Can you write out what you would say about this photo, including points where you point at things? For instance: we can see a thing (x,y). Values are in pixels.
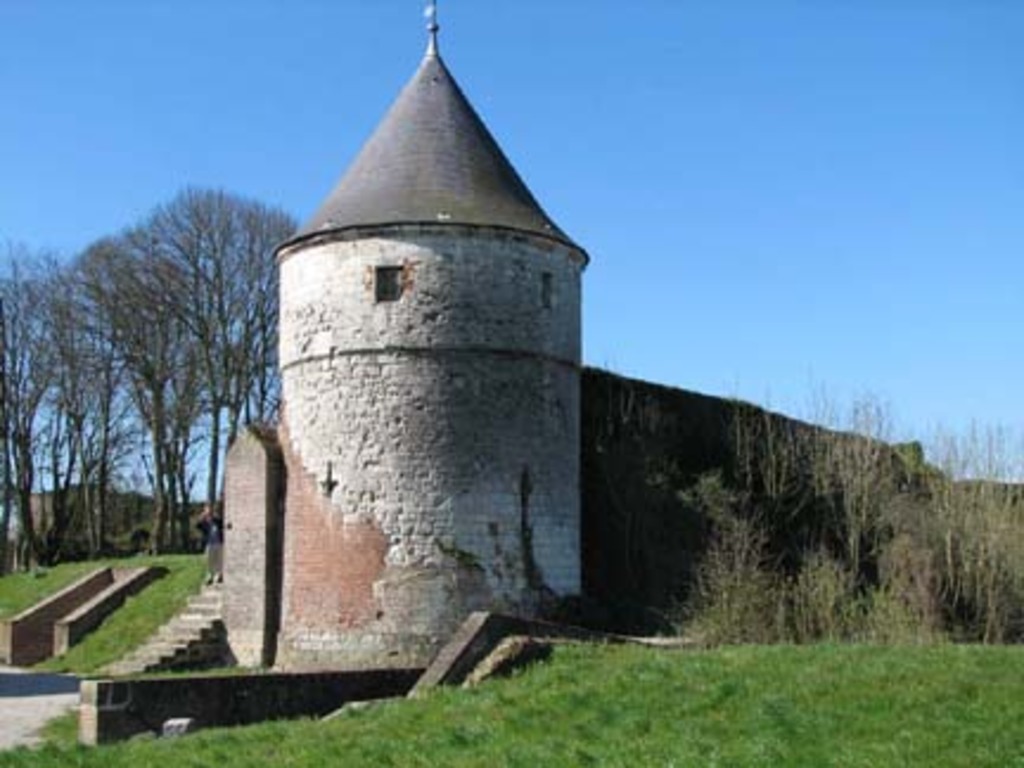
In the center of a picture there is a wall (639,512) and castle like construction (381,496). On the right (872,620) there are trees (849,545). On the left (113,337) there are trees (92,458) and wall (327,692). In the foreground (306,712) there is grass (745,708). In the left of the picture (175,629) there is a staircase (182,615), on the staircase (203,587) there is a person (213,567). In the background (198,119) it is sky (804,215).
